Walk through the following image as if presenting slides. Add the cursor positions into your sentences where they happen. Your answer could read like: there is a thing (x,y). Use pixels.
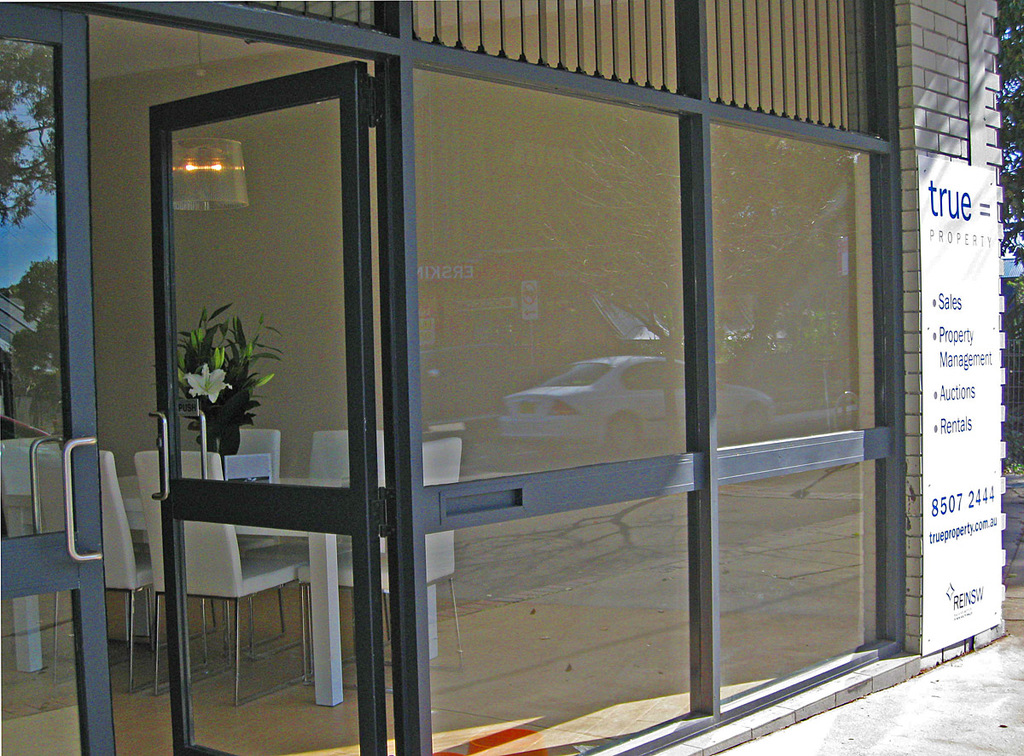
In this image, we can see glass doors (184,440) and through the glass (215,444) we can see chairs (154,461), a table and there is a houseplant (184,362) and we can see a lamp (197,171) and there is a poster (949,406) with some text (955,395) is on the wall (914,628). In the background (1014,113), there are trees (1014,113). At the bottom (899,725), there is a road (881,728).
